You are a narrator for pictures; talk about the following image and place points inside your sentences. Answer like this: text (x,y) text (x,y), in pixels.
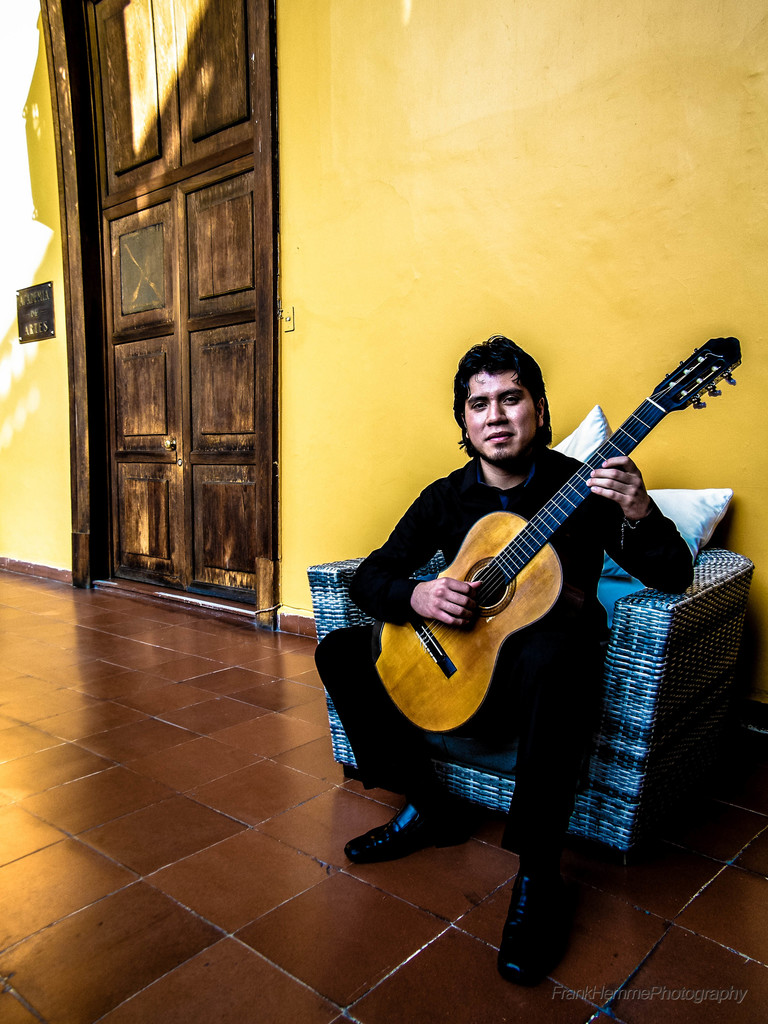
In this image I see a man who is sitting on a couch (697,772) and he is holding guitar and I see that he is wearing black dress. In the background (751,460) I see the wall (759,365) and the door (208,581) over here.
